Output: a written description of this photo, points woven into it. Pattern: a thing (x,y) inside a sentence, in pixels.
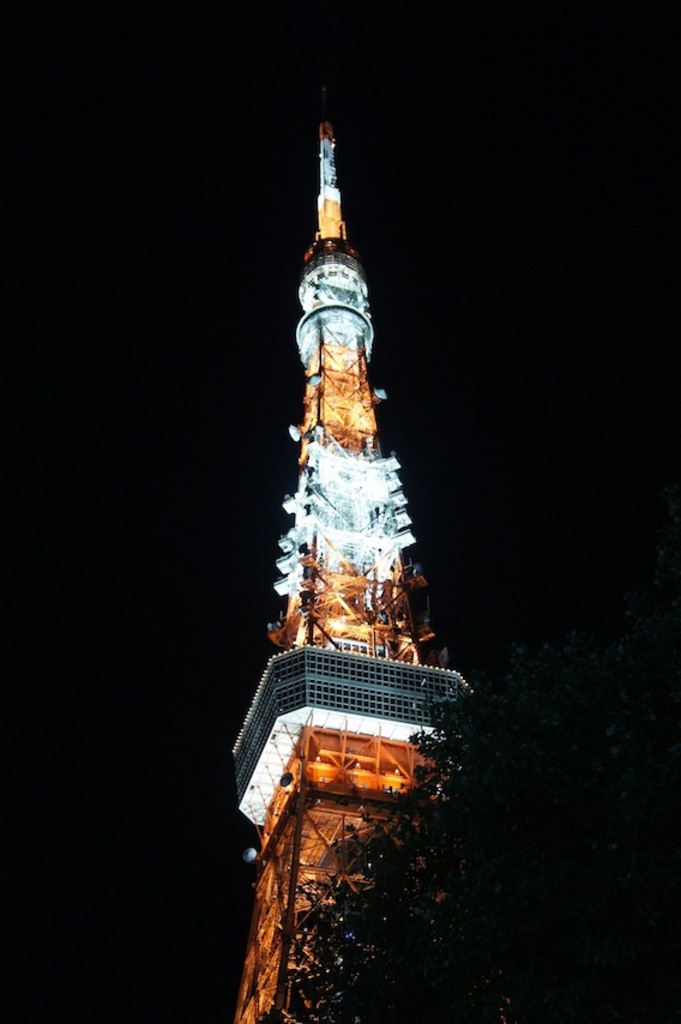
In this image, we can see a tower (357,641) and there are some lights (355,538), there is a dark background (161,285).
